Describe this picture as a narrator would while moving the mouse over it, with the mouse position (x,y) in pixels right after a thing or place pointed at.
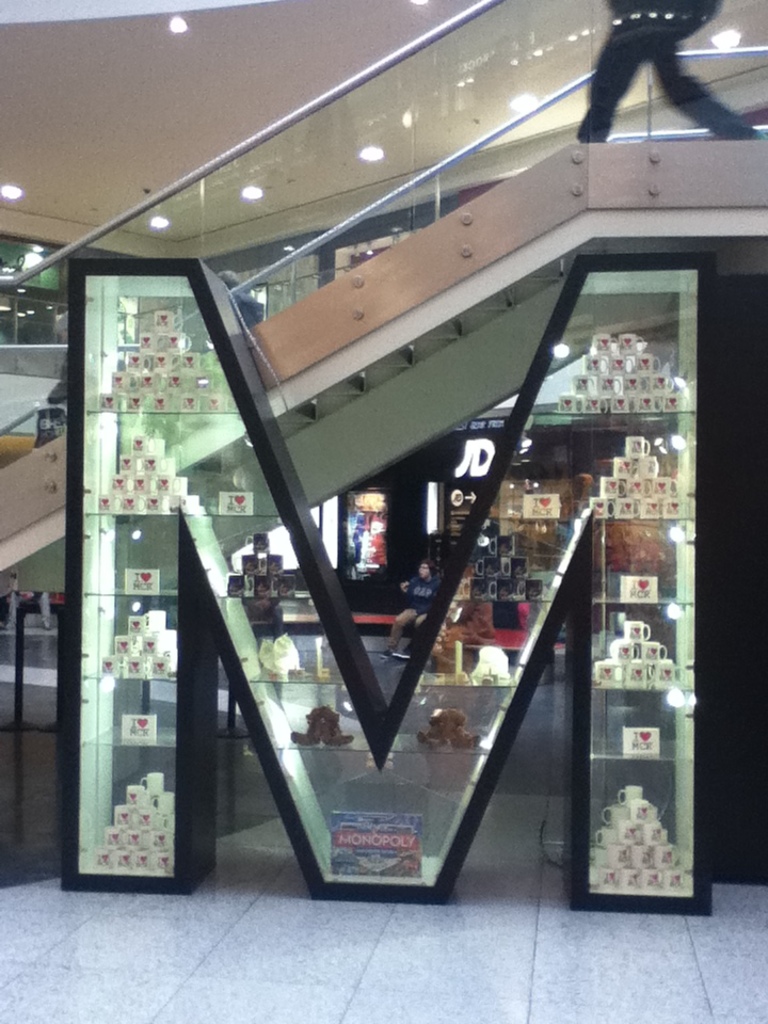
In this image, we can see M letter glass cupboard (484,639). So many cups (643,805) are on the racks (430,709). At the bottom (449,954), we can see the floor (374,964). Background (394,503) we can see few stalls (369,506), few peoples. Here we can see glass (356,150), rods (288,256), lights (37,258). A person (586,122) is walking here.
